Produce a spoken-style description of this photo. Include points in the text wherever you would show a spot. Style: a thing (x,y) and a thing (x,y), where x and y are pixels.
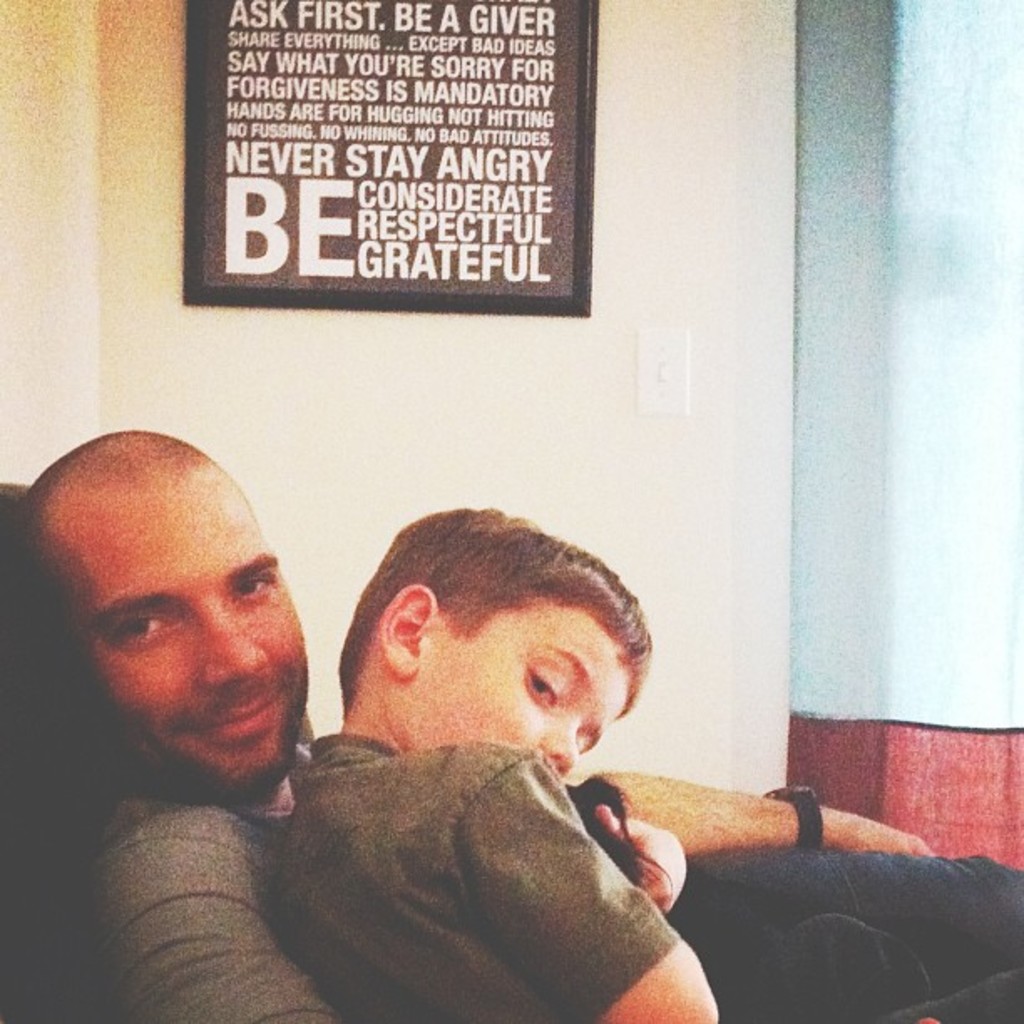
In this image I can see a man (303,1010) and a boy (390,665) in the centre of this image (504,585). In the background (281,294) I can see a black colour board (517,207) on the wall (192,335) and on it I can see something is written.
